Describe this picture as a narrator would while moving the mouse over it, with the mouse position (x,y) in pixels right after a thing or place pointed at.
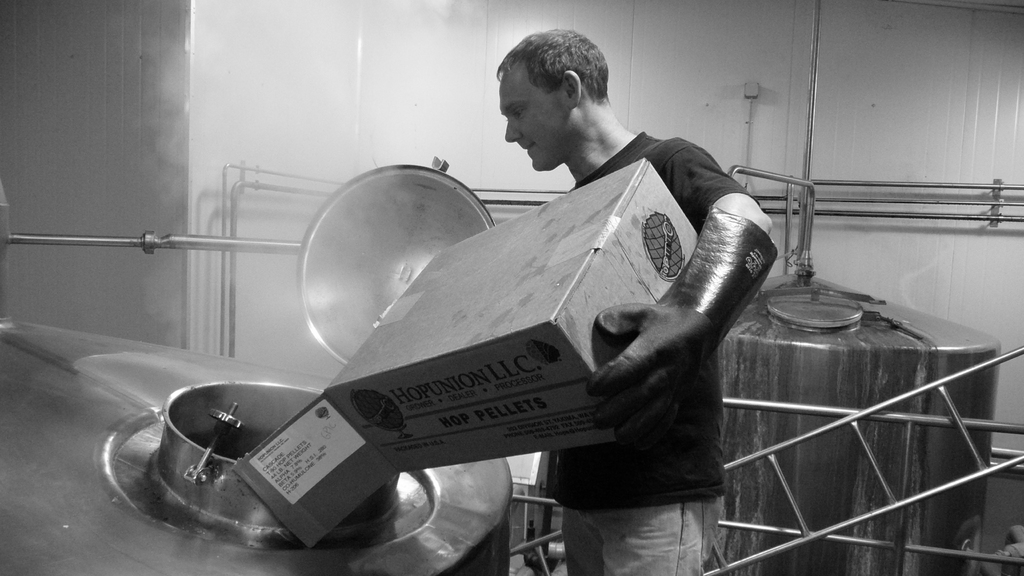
In this image I can see a man (642,335) is standing and I can see he is holding a box (476,386). I can also see he is wearing a glove (609,322) and on the box (511,333) I can see something is written. On the left side (49,502) and in the background (828,389) I can see two containers (832,374) and few pipes (951,400). I can also see smoke (378,101) on the left side (202,169) and I can see this image is black and white in colour.
